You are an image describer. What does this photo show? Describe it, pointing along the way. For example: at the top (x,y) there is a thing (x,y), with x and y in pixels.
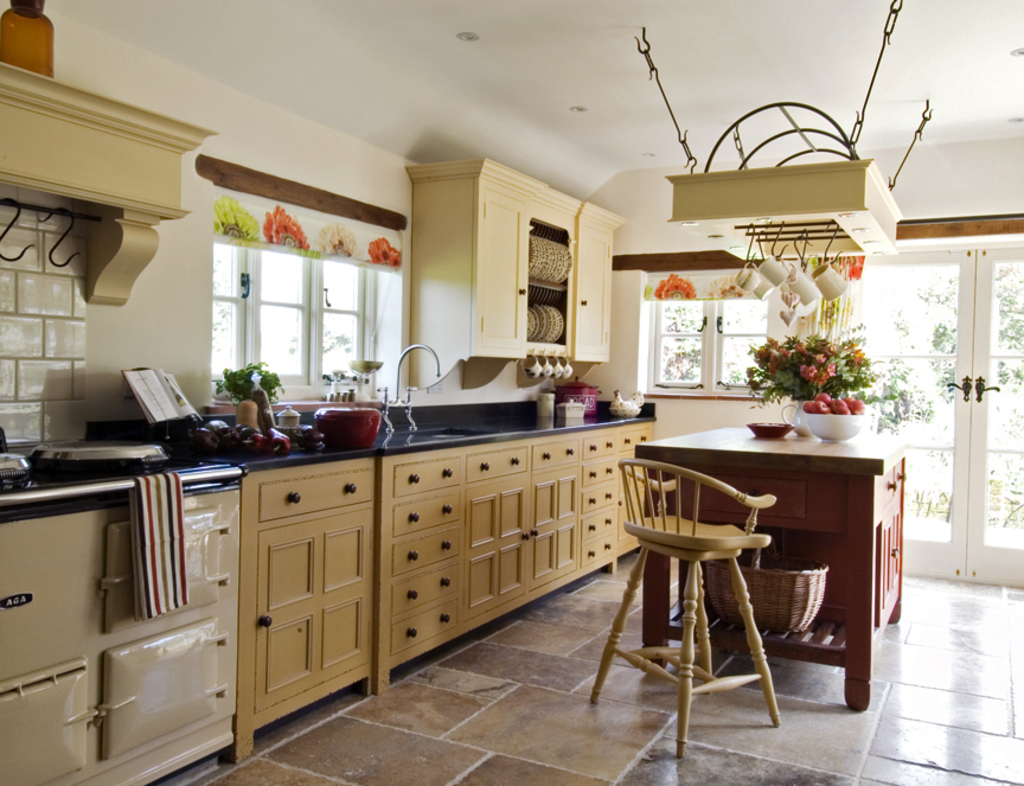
In this image I see a chair (735,566), a table (845,564) on which there are few things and I see few cups (747,271) over here. I can also see there are few cabinets (413,479), windows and the wall (185,179).
